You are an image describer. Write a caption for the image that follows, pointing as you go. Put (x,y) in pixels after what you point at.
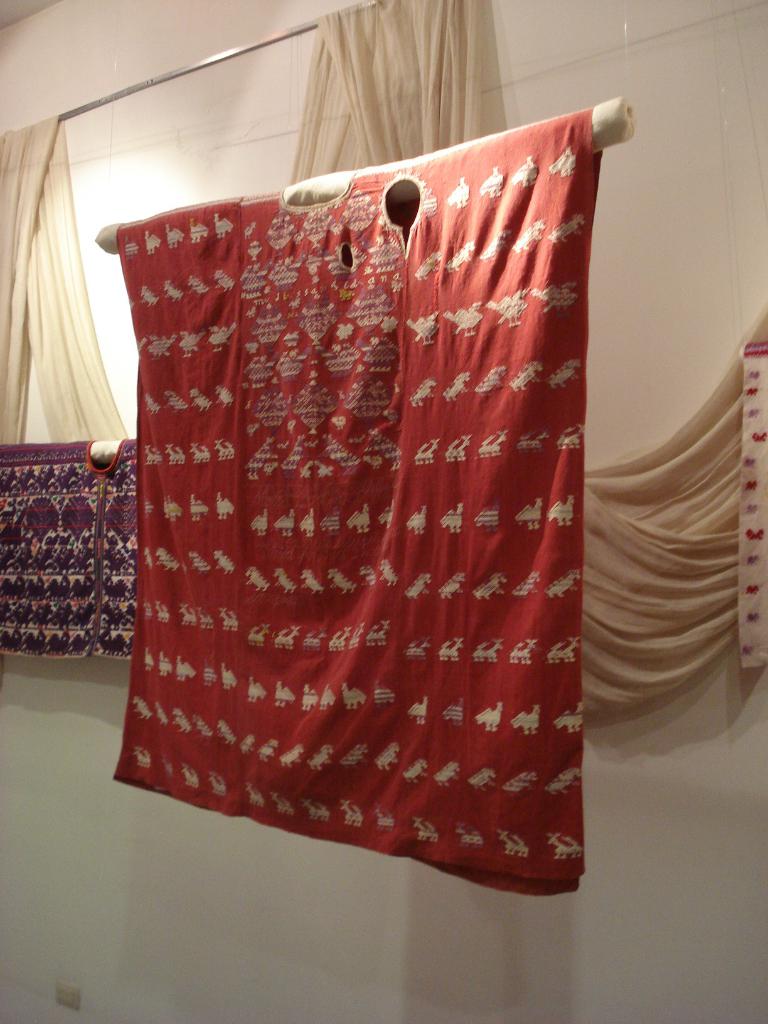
In the image in the center (310,374), we can see the hangers (311,191) and curtains (24,172). In the background (103,208), there is a wall (629,264).
